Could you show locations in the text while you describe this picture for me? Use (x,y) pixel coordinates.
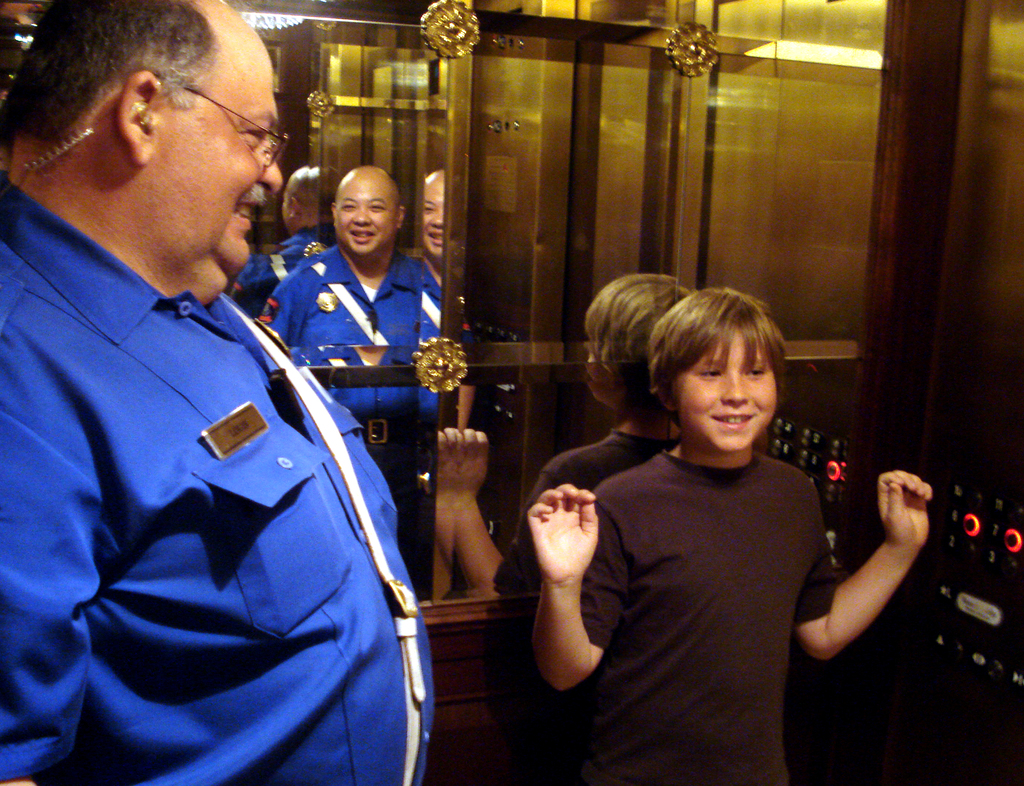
In this picture there is a man (165,195) who is wearing spectacle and shirt (298,548). In front of him there is a boy (653,513) who is wearing t-shirt (738,581) and standing near to the lift buttons (1013,526). In the mirror reflection (541,191) I can see a bald man (372,231) who is wearing a blue dress (365,300). They are standing in the elevator (955,451).
